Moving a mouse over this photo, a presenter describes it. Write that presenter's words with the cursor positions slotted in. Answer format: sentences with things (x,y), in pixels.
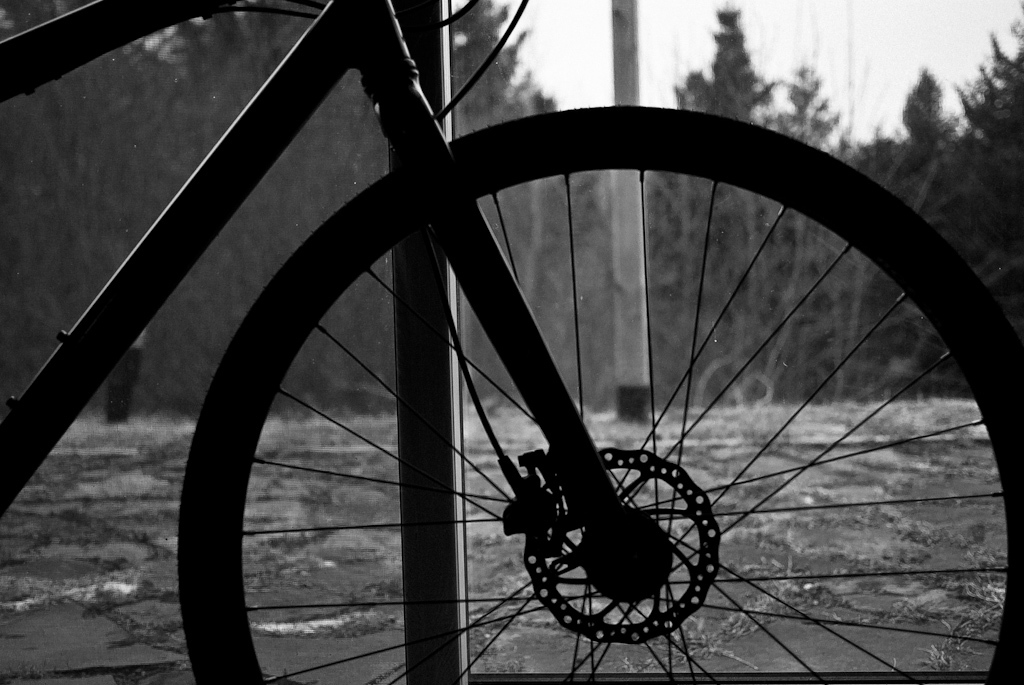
It's a cycle (465,235) there are trees (739,260) at the backside of an image (671,315).
